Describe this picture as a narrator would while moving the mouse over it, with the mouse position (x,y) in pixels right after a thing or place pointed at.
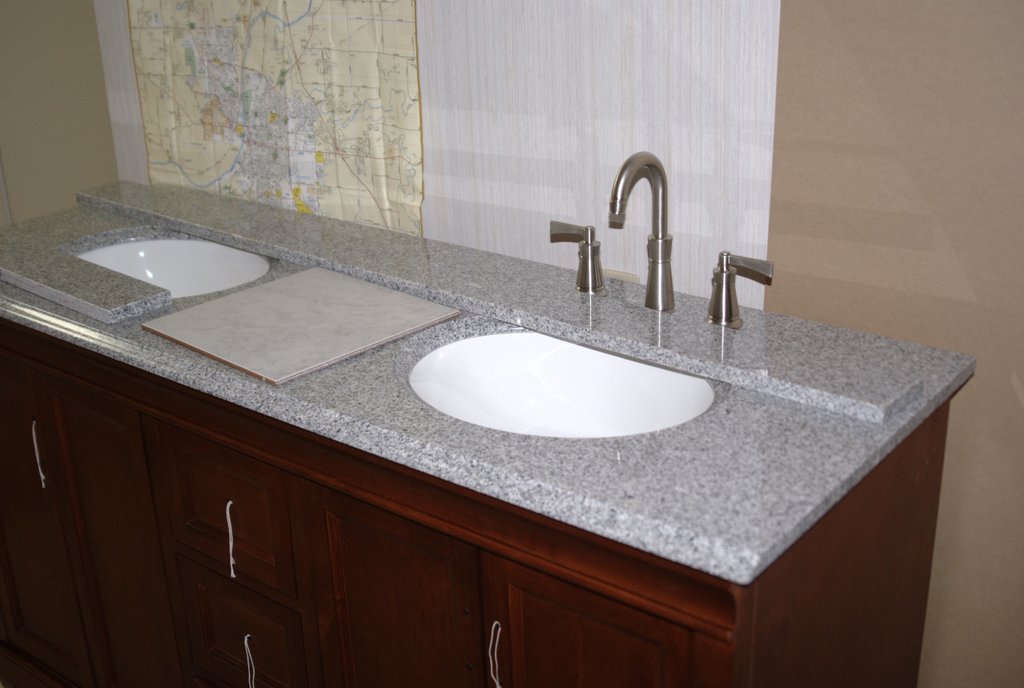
In this image there are two sinks (227,258) and a tap (591,260), below the sink (495,356) there are cupboards (359,585). In the background (603,92) there is a wall (582,132) and a map (338,75) is attached to it.
